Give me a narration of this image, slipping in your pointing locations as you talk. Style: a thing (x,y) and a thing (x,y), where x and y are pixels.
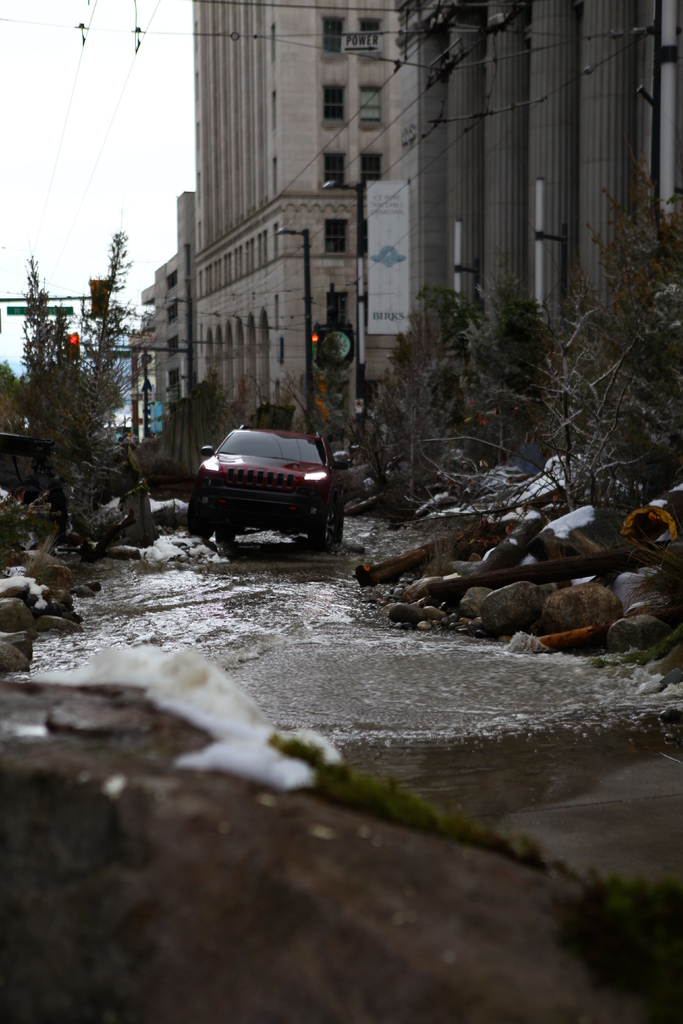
In this picture we can see a car (296,440) on the road (389,667), trees (98,317), poles (363,316), stones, buildings (478,229) and in the background (89,118) we can see the sky (103,111).
